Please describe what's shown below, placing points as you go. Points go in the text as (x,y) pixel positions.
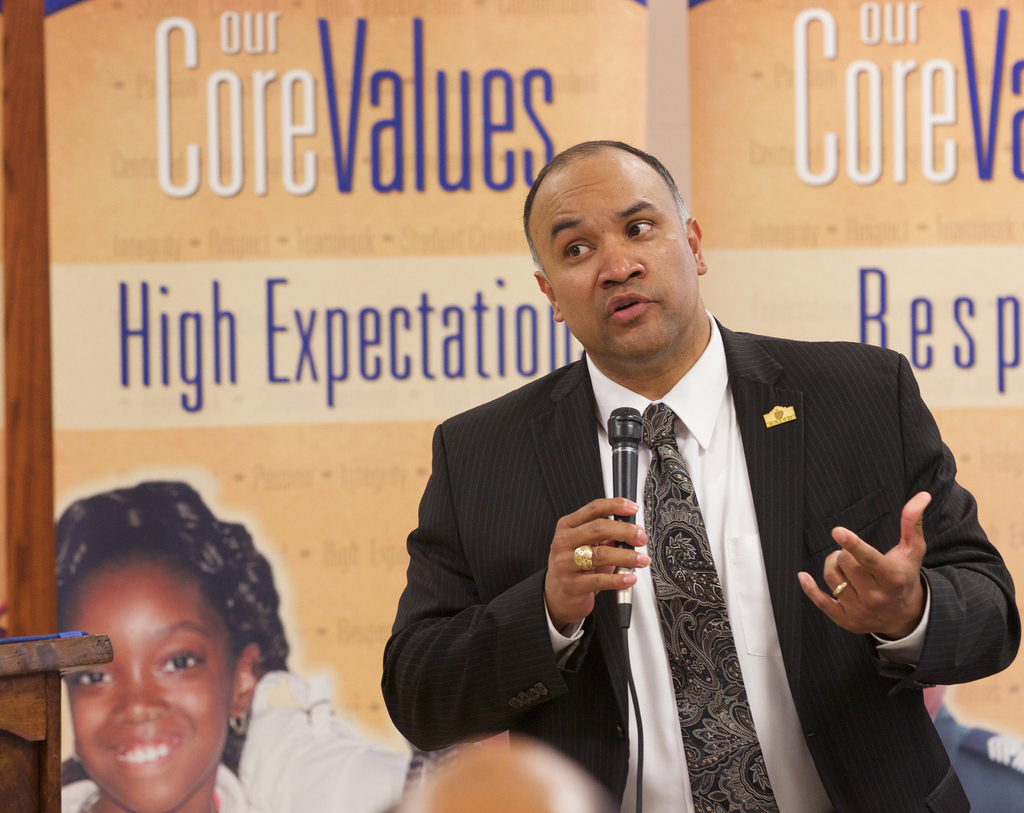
In the center of the image (526,403) we can see a man (684,651) standing and holding a mic (620,473) in his hand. In the background (258,279) there is a board (477,49). On the left (35,666) there is a table (31,707).
